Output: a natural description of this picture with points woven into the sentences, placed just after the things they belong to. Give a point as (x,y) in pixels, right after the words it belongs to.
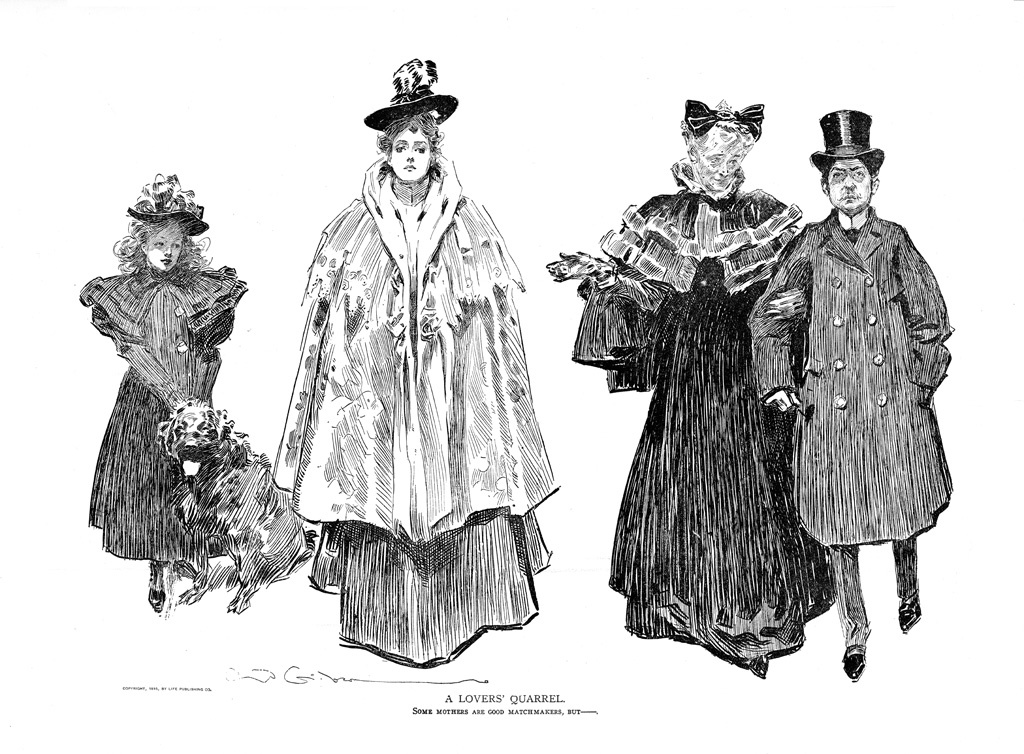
In the image there is a drawing (173,191) of four persons (843,178) with hats (722,112) on their heads (716,146). And also there is a drawing (213,479) of a dog (248,526). At the bottom of the image (350,681) there is something written on it.
